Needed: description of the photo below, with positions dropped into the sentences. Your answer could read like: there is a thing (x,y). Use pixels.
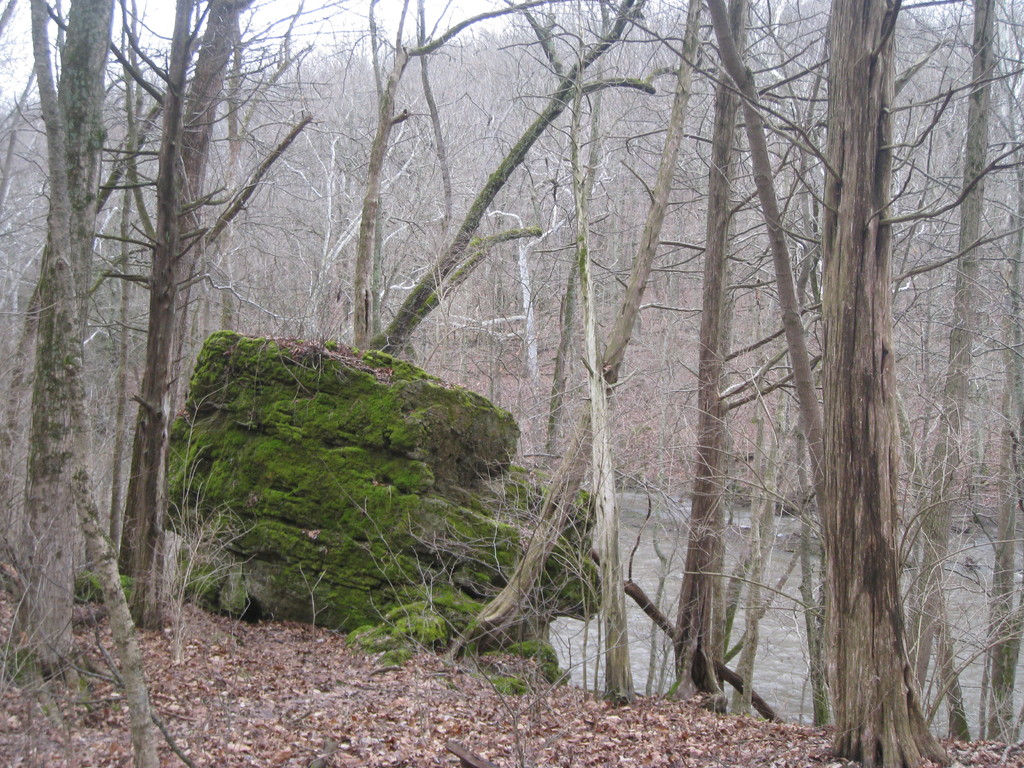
In this image there are trees (663,359). In the background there is sky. At the bottom (799,628) there is water (768,635) and we can see leaves (456,722).
